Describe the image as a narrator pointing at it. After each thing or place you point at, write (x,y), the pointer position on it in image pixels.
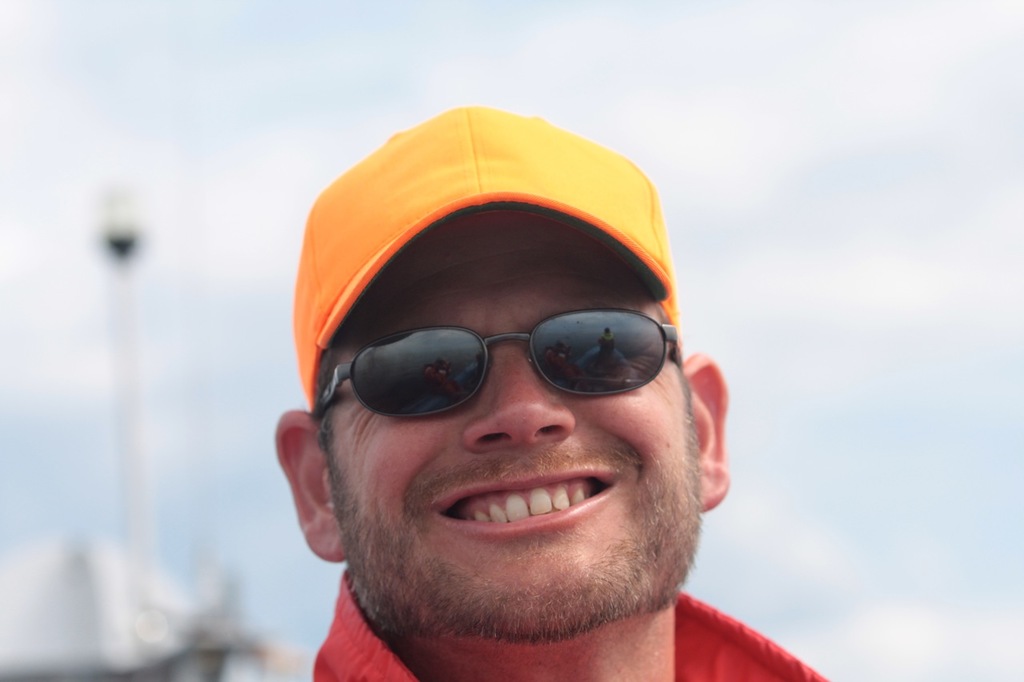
The picture consists of a person (627,486) smiling, he is wearing spectacles (480,353) and cap (494,202). The background (829,106) is blurred.
